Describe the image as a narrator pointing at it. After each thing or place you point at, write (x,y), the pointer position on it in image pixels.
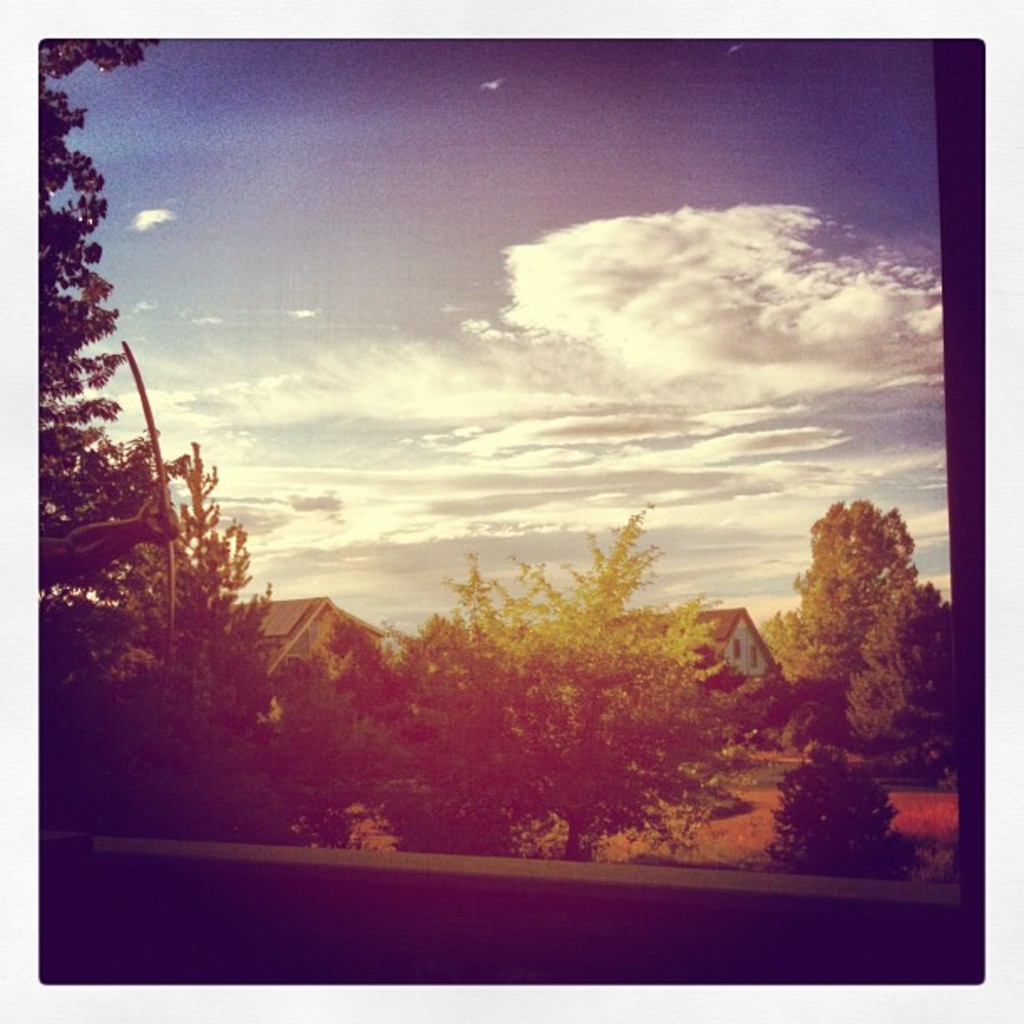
In the center of the image (470,667) there are houses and trees (483,702). In the background (578,444) there is sky (560,403).
